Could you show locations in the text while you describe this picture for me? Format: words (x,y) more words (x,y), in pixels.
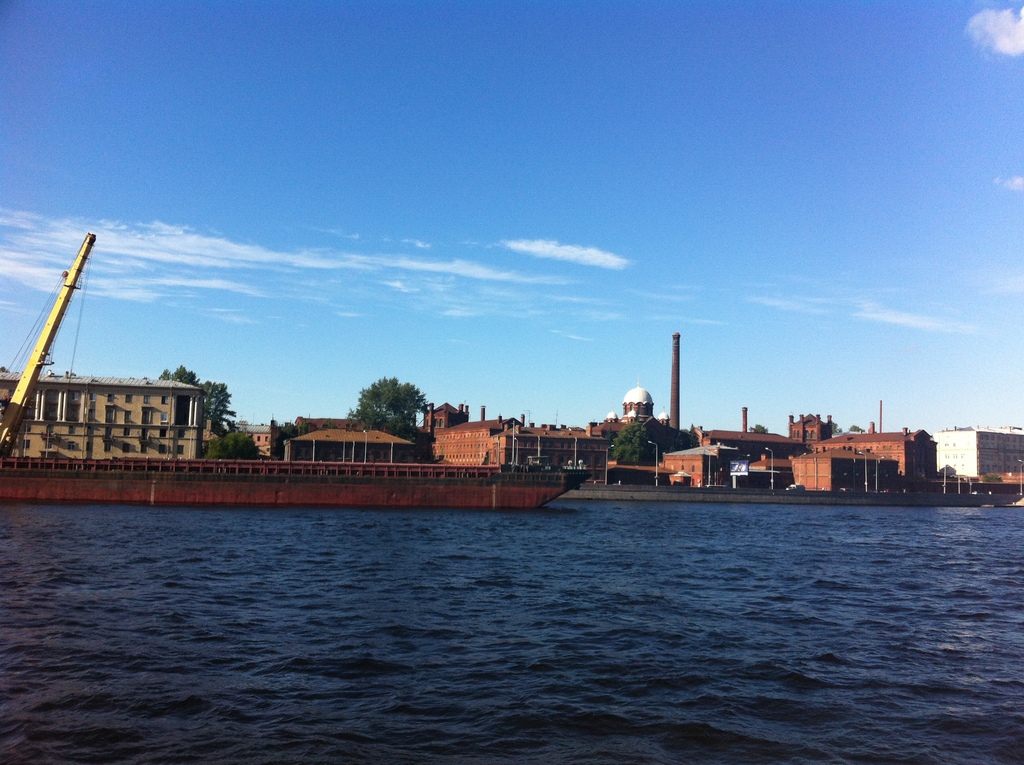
In this picture we can see a boat (251,501) in the water (157,616). There is a crane (12,434) on the left side (59,325). We can see a few houses (535,449), poles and trees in the background (141,451).
